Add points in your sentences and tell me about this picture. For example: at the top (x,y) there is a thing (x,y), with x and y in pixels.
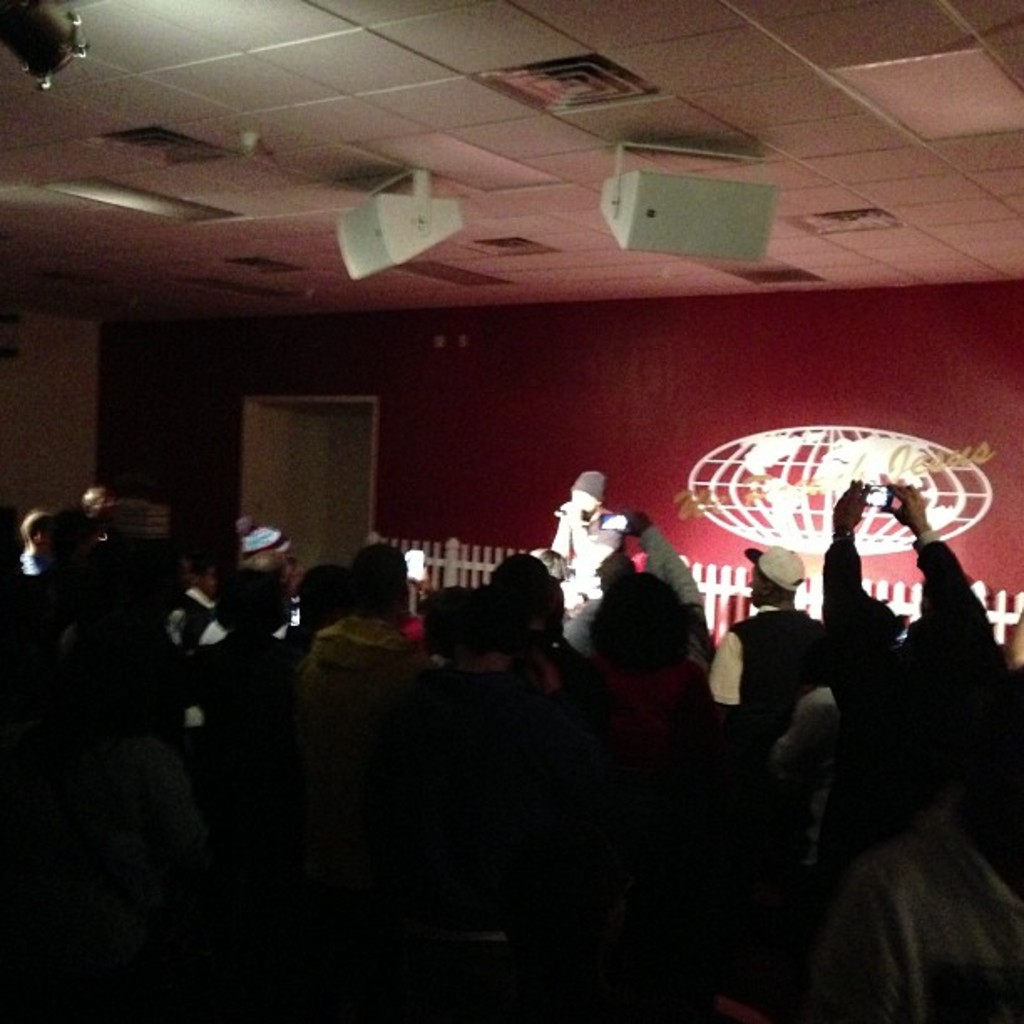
This is an inside view. At the bottom of the image (436,860) I can see many people (221,834) in the dark. In the background (575,568) a person (585,548) standing and holding a mike (564,514) in the hands (567,514) and It seems like singing. At the back of him I can see the wall (486,426) and a door (315,450). Everyone is looking at the person (580,540) who is singing.
